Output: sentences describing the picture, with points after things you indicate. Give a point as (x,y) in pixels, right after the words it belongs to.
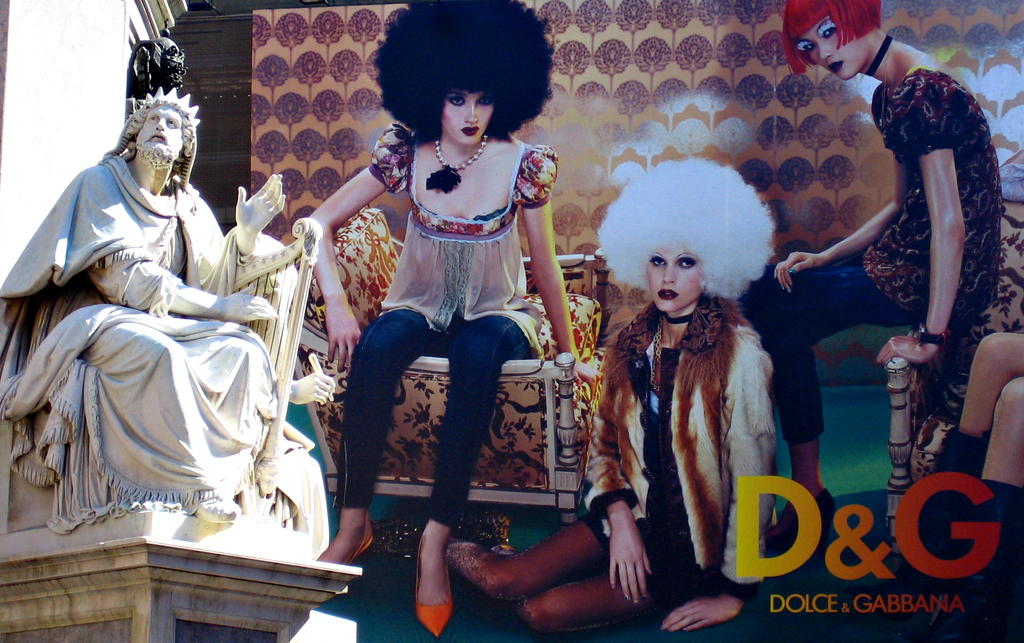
This picture consists of sculpture (135,217) on the left side (322,220), in the middle (452,228) I can see images (932,186) of persons (918,286) and sofa chairs (340,378) and text (970,524), design wall (785,128) visible in the background (785,69).
